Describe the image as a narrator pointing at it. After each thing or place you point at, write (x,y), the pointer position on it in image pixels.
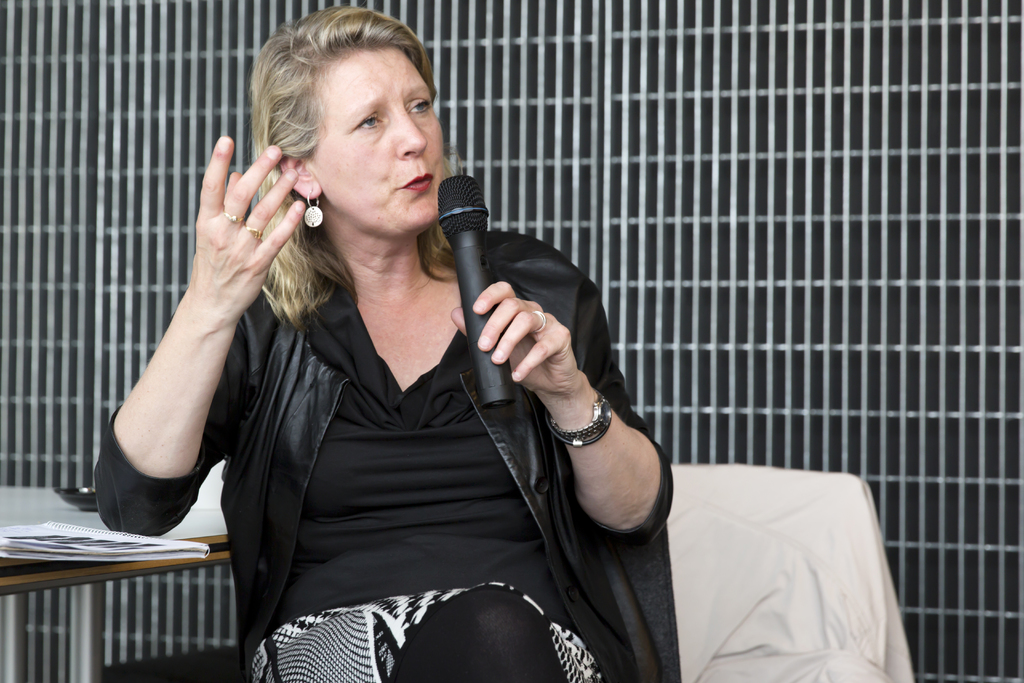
In this picture we can see woman (297,508) sitting on chair (763,494) holding mic (447,182) in her hand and talking on it and the background (652,227) we can see wall (893,132) with rods (683,220), papers (65,554).
